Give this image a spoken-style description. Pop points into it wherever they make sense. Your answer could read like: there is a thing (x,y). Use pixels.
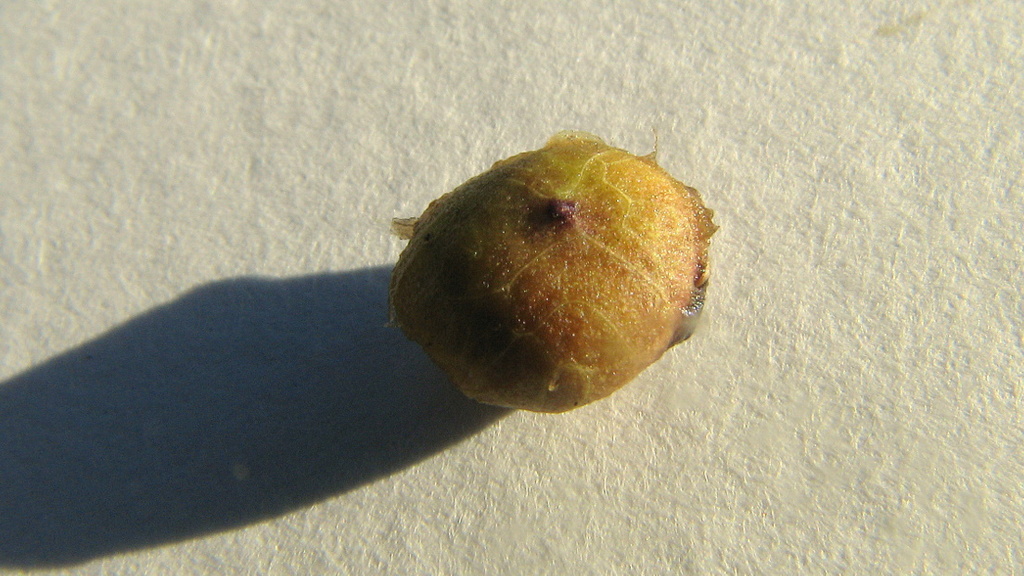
In this image we can see an object (585,247) with a white color background (750,426).
